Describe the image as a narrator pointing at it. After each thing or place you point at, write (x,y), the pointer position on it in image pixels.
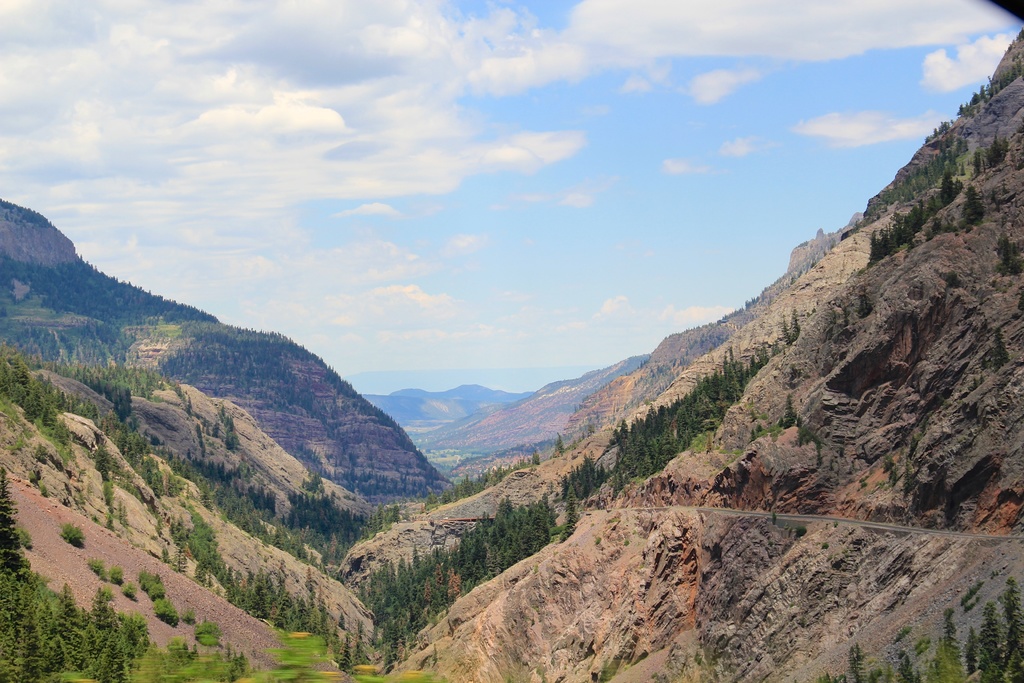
In this image we can see a group of trees (345,522) on the mountains (366,510). On the right side (919,530) we can see a pathway (627,507) on the hill (813,528). On the backside (597,277) we can see the sky (499,331) which looks cloudy.
